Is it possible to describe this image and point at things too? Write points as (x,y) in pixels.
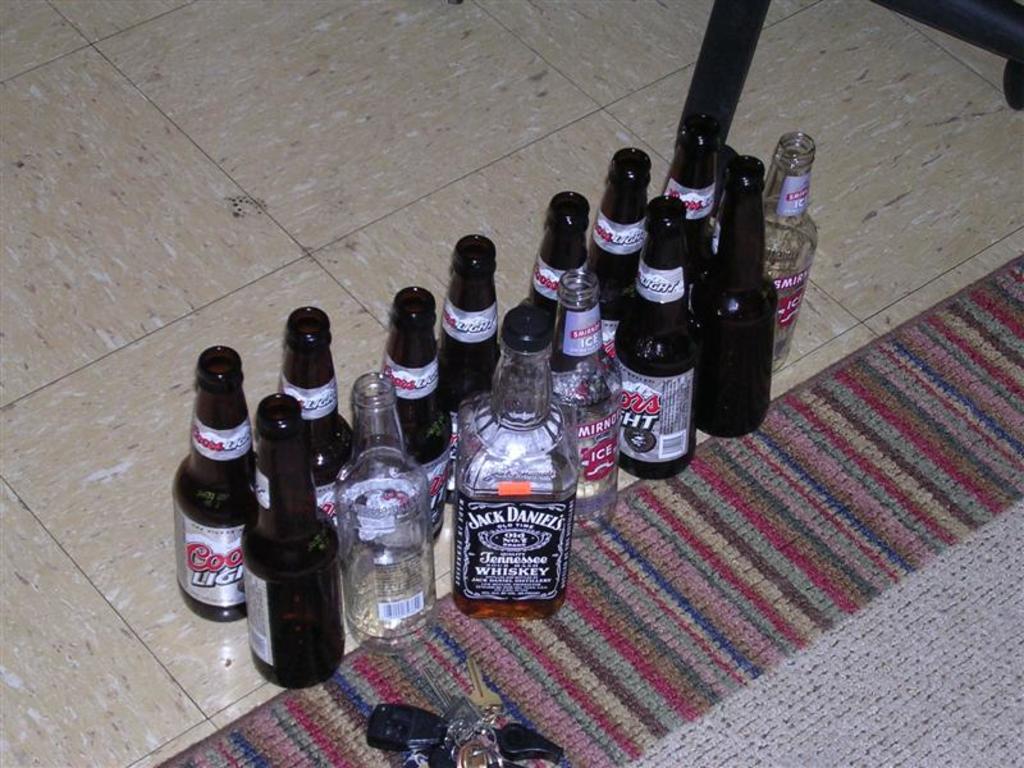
In this picture there are group of bottles (557,494) on the floor (786,365). some of the bottles (505,346) are empty, besides the bottles (428,399) there is a bunch of keys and a mat (364,682).
